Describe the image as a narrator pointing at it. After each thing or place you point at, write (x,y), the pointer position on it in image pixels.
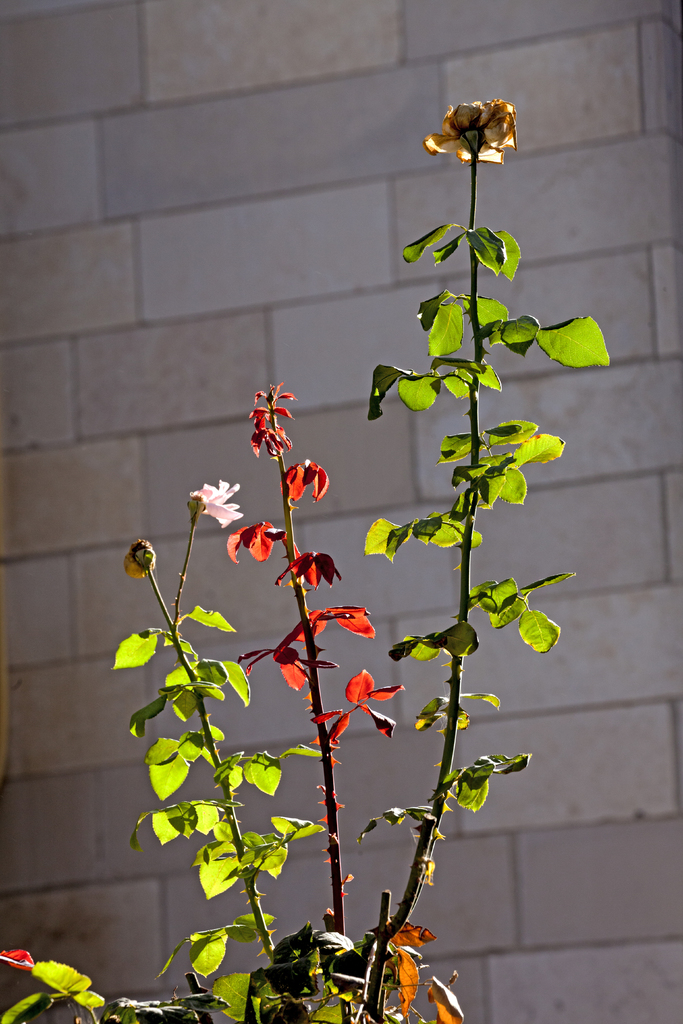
In this image I can see green and red colour leaves (339,725). I can also see few flowers (235,514) and in the background (360,202) I can see a wall (467,263).
